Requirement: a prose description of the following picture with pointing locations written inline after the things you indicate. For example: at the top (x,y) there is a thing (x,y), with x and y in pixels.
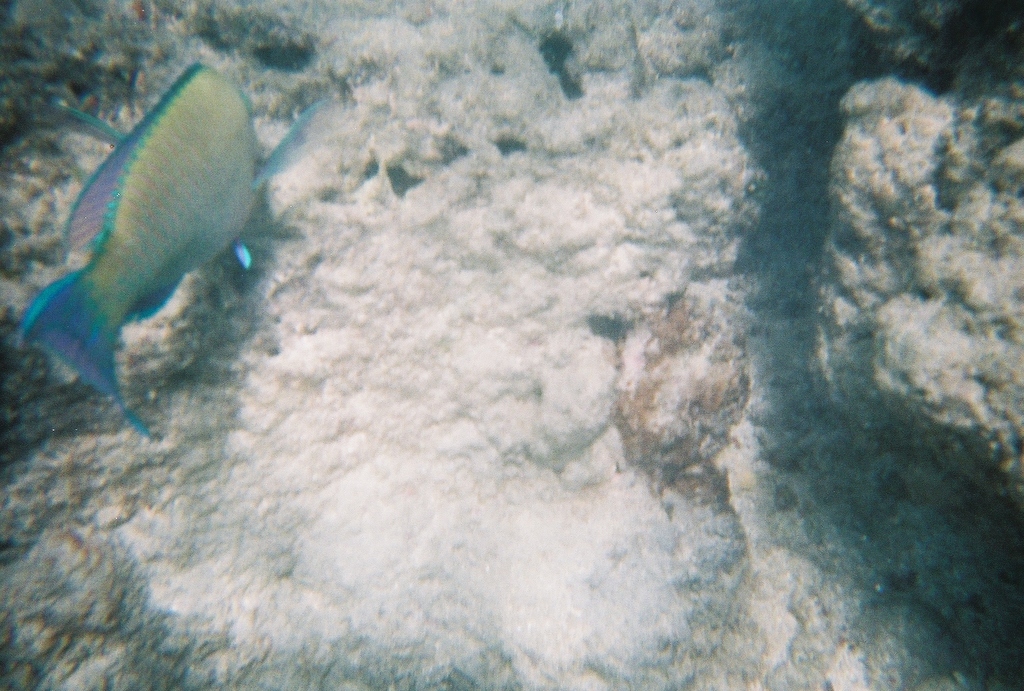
In this picture there is a fish (167,160) under the water (194,198), beside that I can see the white color object (649,264) on the stones (905,136).
